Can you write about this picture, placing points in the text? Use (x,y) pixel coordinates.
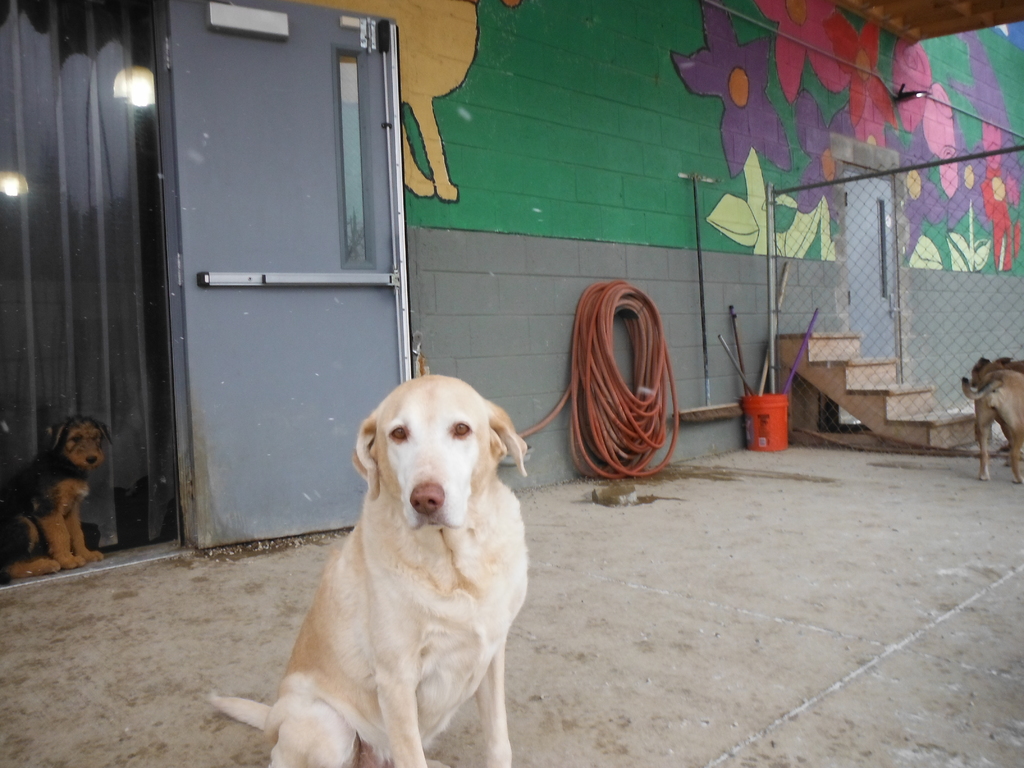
In this image we can see some dogs (484,485) on the ground (543,634). We can also see some doors (207,402), a wall (470,163) with some painting (490,188) and a pipe (587,327) hanged to it, some lights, some sticks (751,393) placed in a bucket (751,448), a staircase (808,419) and a metal fence (872,332).
